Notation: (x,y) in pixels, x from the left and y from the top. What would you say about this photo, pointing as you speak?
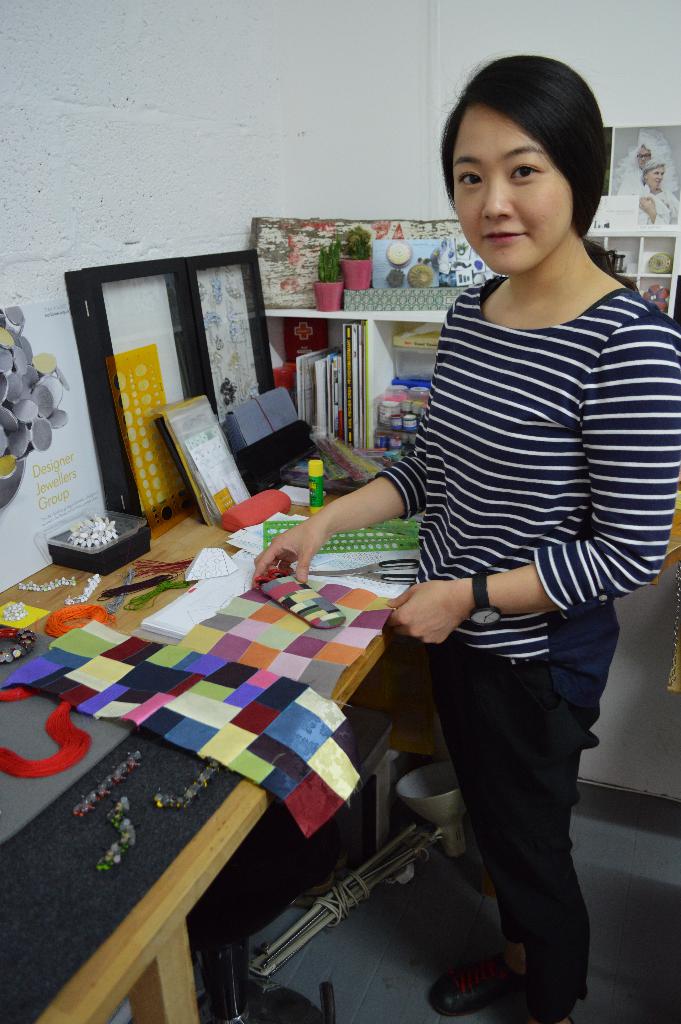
Woman (528,278) in this picture wearing blue and white T-shirt (544,448) is standing near the table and she is holding some colorful cloth (298,604) in her hands (295,577) and on the table (173,712), we can see a colorful cloth (201,664), papers (242,580), book (231,493), plastic box (135,523), wires (176,583) and threads (168,563). Beside her, we see rack (371,409) in which small bottles (400,419) and books (339,376) are placed in it and on background (326,69), we see a white wall (589,38) on which photo frame (642,191) of man (636,161) and woman (670,199) is placed on it.
